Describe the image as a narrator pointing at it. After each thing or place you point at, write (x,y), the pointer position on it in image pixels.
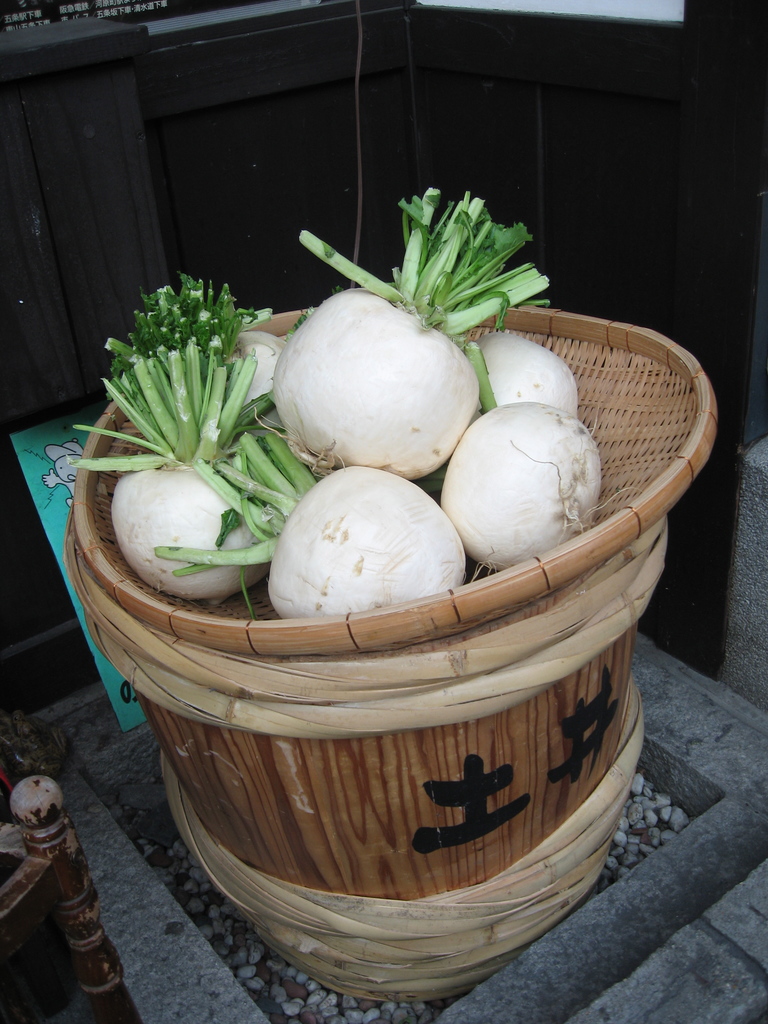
In this image there is a wooden barrel (306,673), on that there is a basket (246,639), in that basket (635,430) there are white turnips (450,466), in the background (720,237) there is wooden wall (609,156).
